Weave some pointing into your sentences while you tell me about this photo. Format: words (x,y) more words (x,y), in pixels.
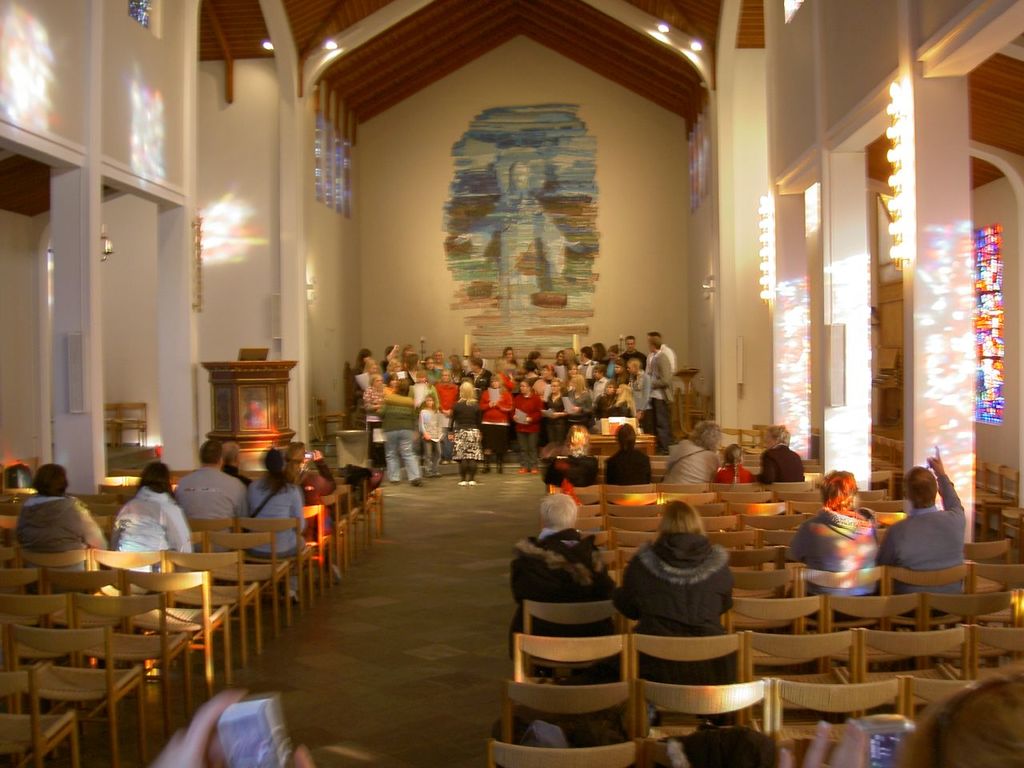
There are chairs (639,549) in a room (1016,405). Few people (924,539) are seated. Many people (633,415) are standing at the back (497,375). There are pillars (85,428) on the either sides the chairs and there are lights (900,227).
